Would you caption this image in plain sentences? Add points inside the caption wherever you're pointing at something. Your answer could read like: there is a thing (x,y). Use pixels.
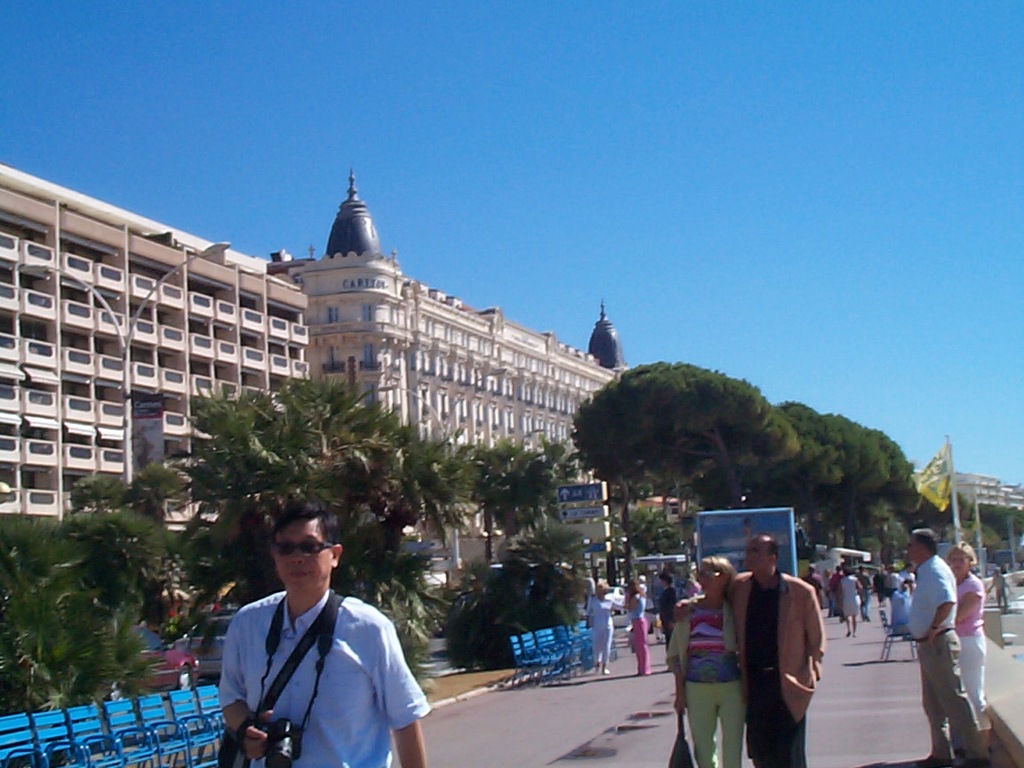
In this picture there is a man (272,679) who is holding a camera (300,729). On the road (653,690) I can see many people (962,554) were walking and standing. Beside them I can see the chairs (165,748), plants (10,681) and trees (26,673). On the left (168,397) I can see the buildings (48,487) and cars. At the top (515,82) I can see the sky (515,82). In the background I can see the flags (941,509), poles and boards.
